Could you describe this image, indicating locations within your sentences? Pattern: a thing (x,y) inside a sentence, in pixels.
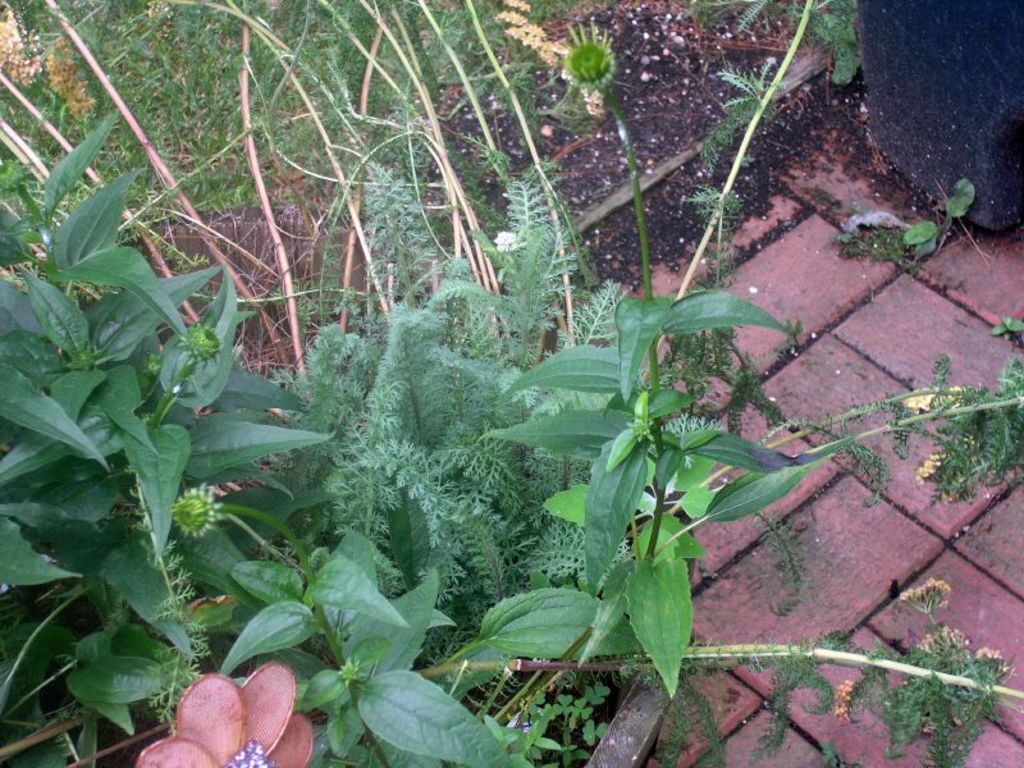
In the image I can see plants (459,570), the grass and some other objects (931,94) on the ground (766,342).
